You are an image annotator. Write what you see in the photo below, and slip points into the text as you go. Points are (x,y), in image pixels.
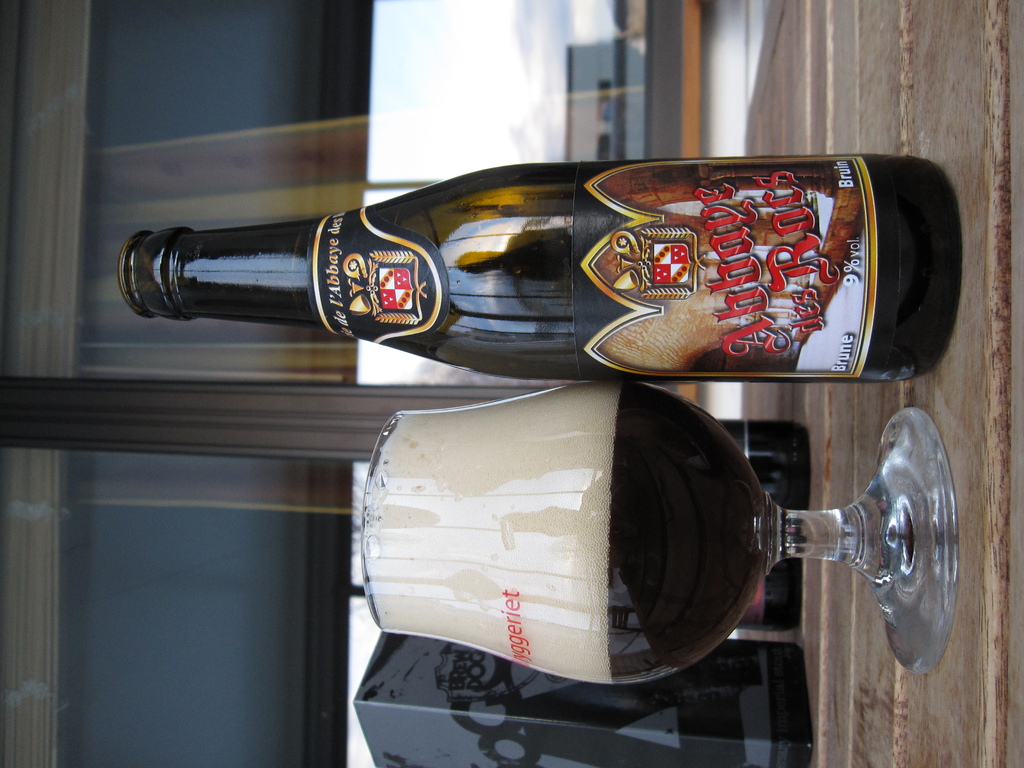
In this picture we can see the beer bottle (671,294) and beer glass (638,557) on the table (858,446). In the background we can see the buildings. At the bottom (705,719) there is a black box (611,755) on the table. On the left (109,174) there is a window (124,351). At the top (433,3) there is a sky (435,43).
